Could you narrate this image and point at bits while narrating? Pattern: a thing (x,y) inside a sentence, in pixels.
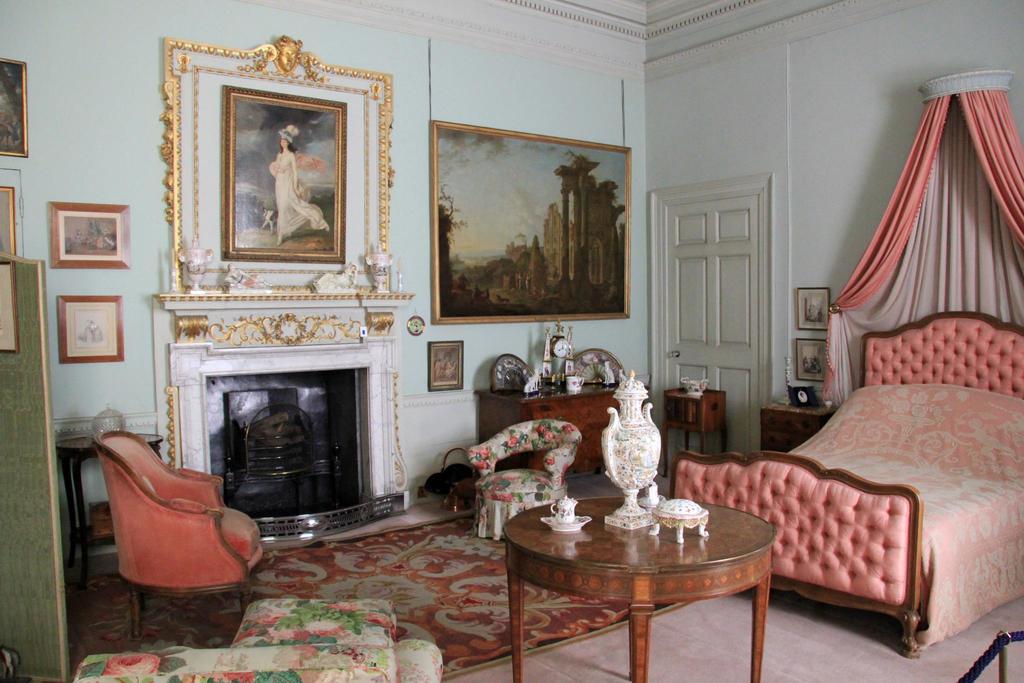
Pictures (465,160) on wall (63,180). Floor (501,667) with carpet (468,633). We can able to see bed (875,493) and chairs (554,480). On this table (550,557) there is a cup (565,513) and vase (629,436). Far on this table (566,402) there are things (528,392).
